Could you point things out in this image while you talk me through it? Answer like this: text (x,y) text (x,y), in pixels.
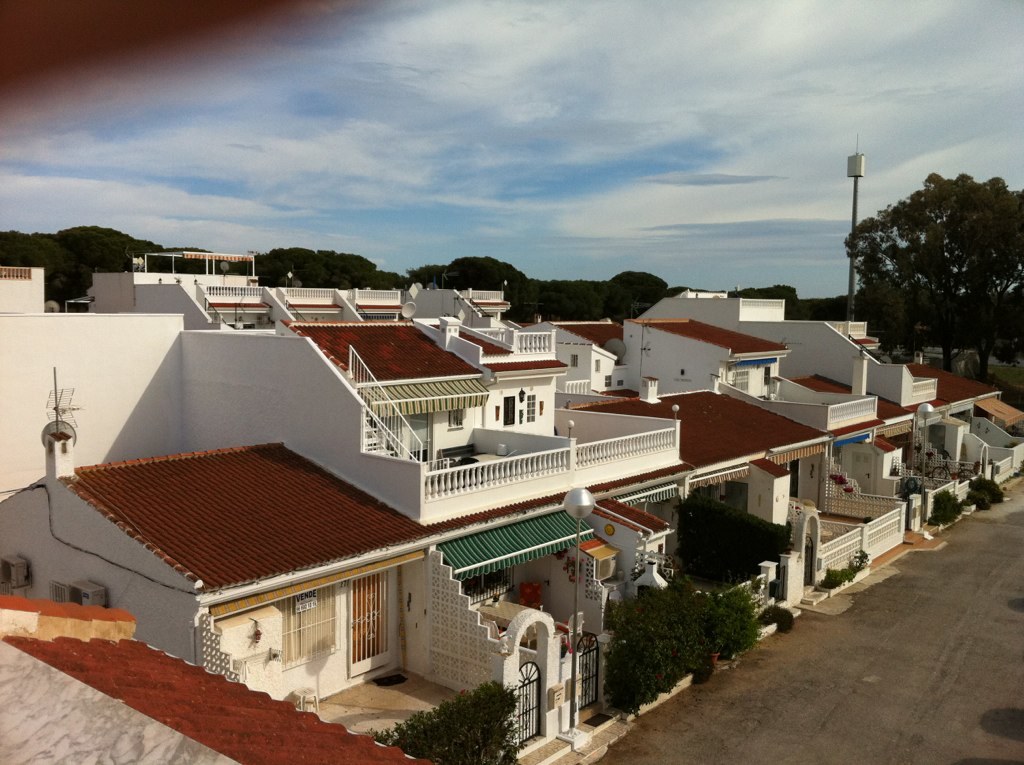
There are many buildings (323,416) with railings (523,455), windows (536,404), steps (375,437) and door (363,652). In the front (537,624) there are walls (813,575), gates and plants (740,610). Also there are street light poles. On the right side (876,657) there is a road (907,679). Also there are trees (884,292). In the background (579,146) there is sky (499,146).
